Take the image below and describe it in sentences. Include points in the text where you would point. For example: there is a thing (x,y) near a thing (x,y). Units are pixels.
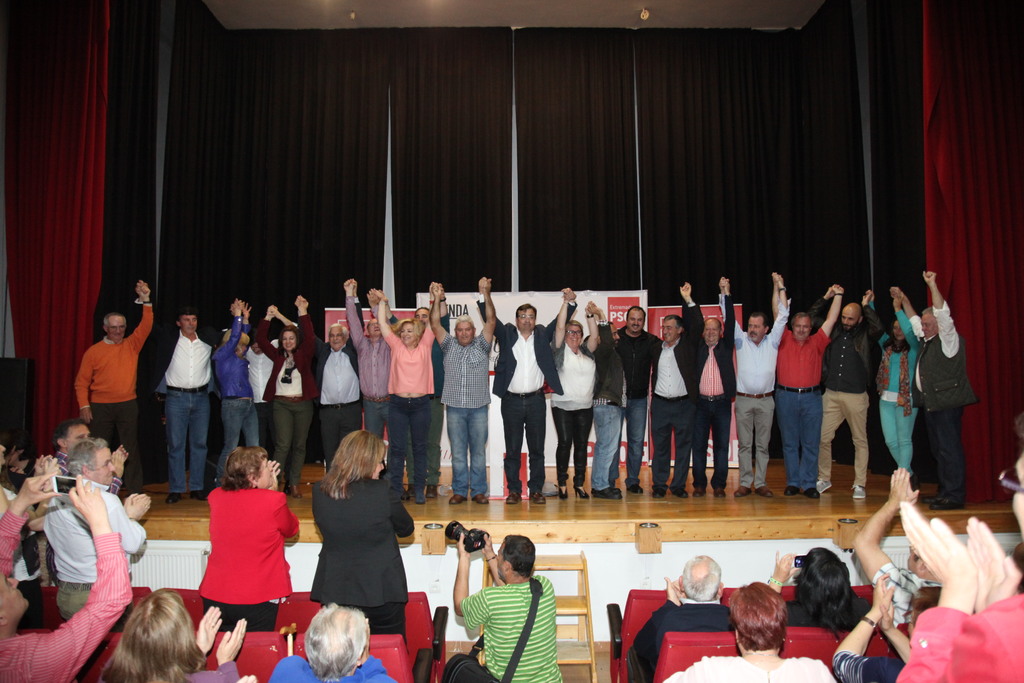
In this image I can see the group of people (484,391) standing on the stage (436,544) and wearing the different color dresses (448,387). In-front of these people (331,450) I can see few more people (319,659). I can see few people (319,649) are sitting and few are standing. I can see few people (363,540) are holding the cameras (454,527). In the background (490,396) I can see the boards (548,430) and the curtains (103,278) which are in black and red color.
